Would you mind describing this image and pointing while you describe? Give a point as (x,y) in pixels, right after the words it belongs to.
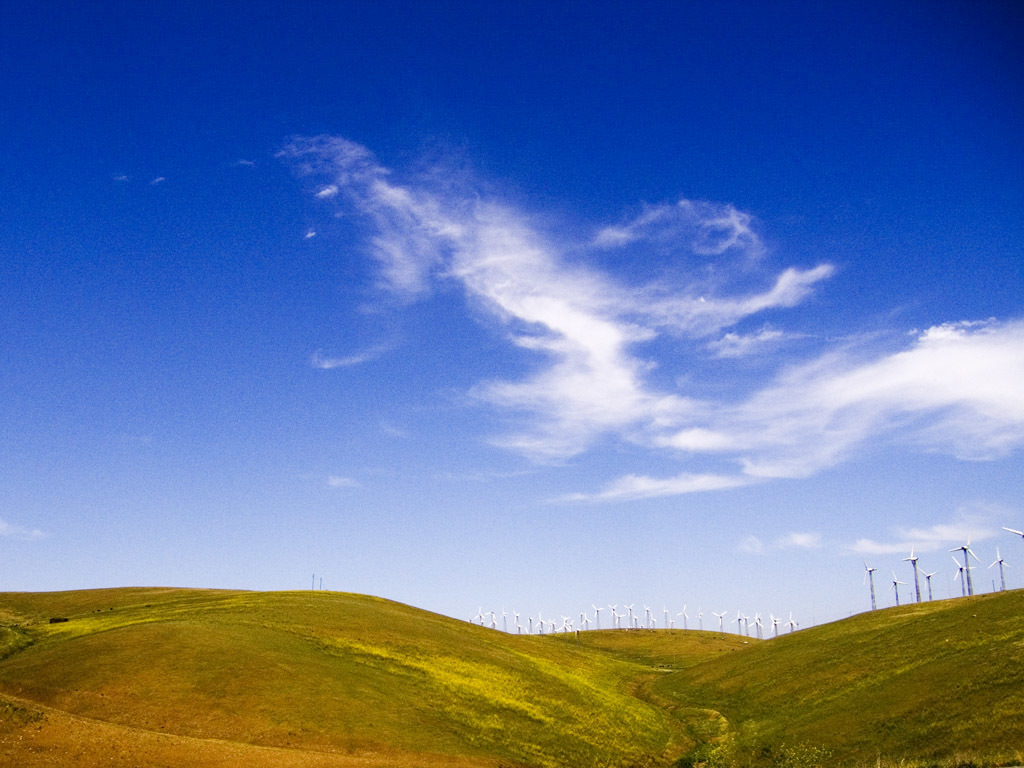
In this picture we can see the clouds (788,336) in the sky (396,427). We can see the windmills (538,628) and the green grass (781,690).
